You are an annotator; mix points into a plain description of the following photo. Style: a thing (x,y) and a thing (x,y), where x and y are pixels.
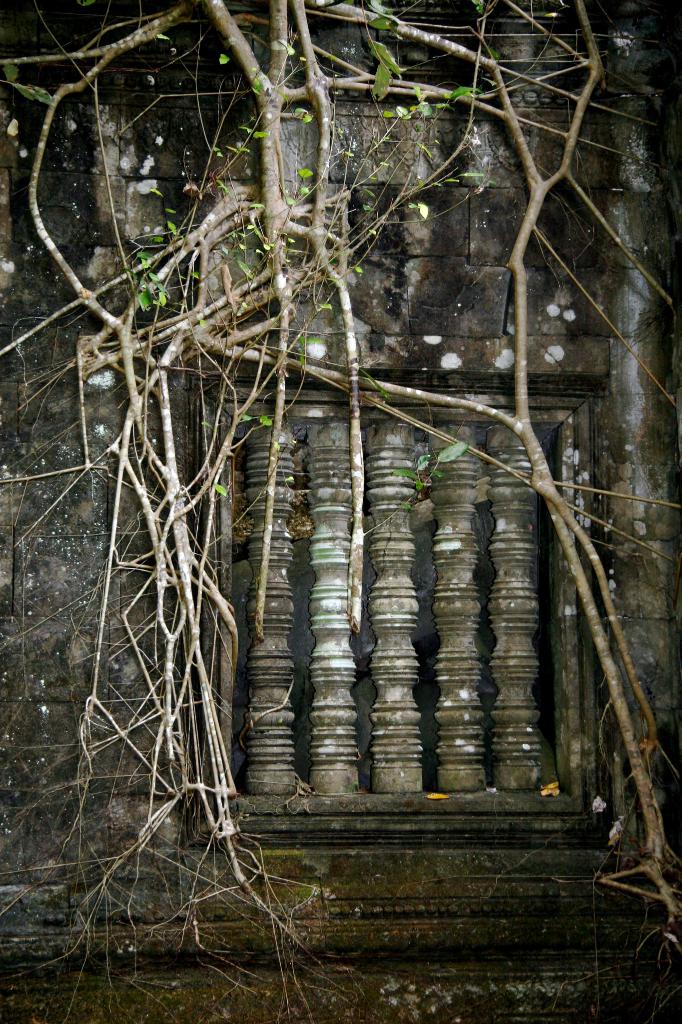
In this image we can see one wall (247,115) with tree branches (192,788), some leaves (264,426), and one object (309,383) in the middle of the wall (321,358) looks like a window (557,735).
